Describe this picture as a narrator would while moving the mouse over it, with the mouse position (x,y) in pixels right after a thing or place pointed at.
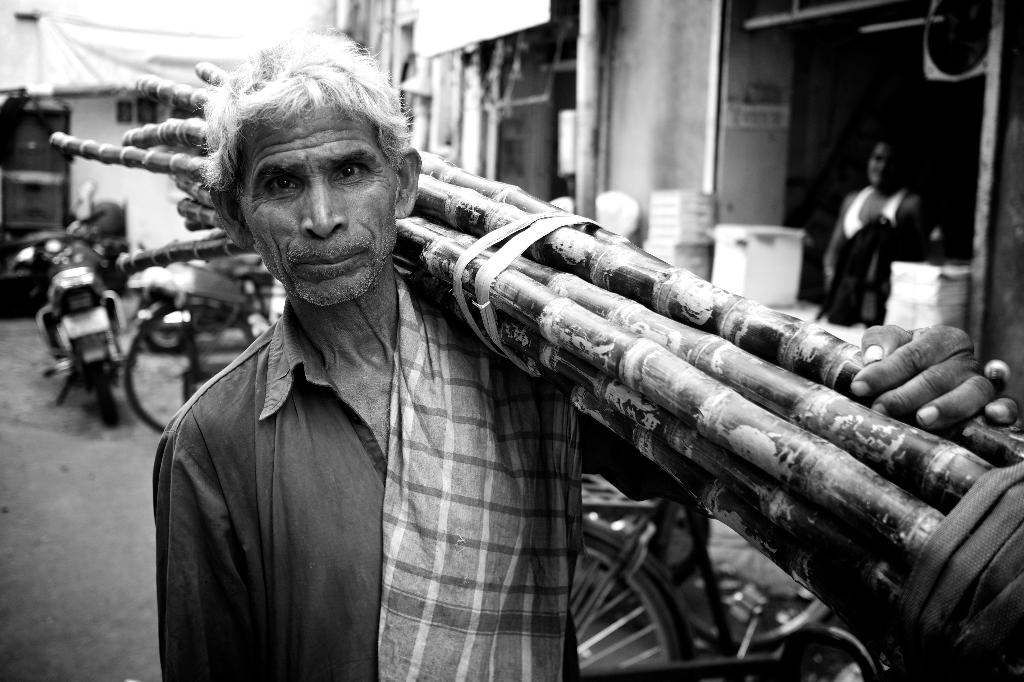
In the middle of the image (620,323) a man (277,137) is standing and holding some sticks (517,195). Behind him there are some bicycles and motorcycle (5,243). At the top of the image (877,25) there are some buildings (816,186), in the building (823,133) a person (863,210) is standing.
